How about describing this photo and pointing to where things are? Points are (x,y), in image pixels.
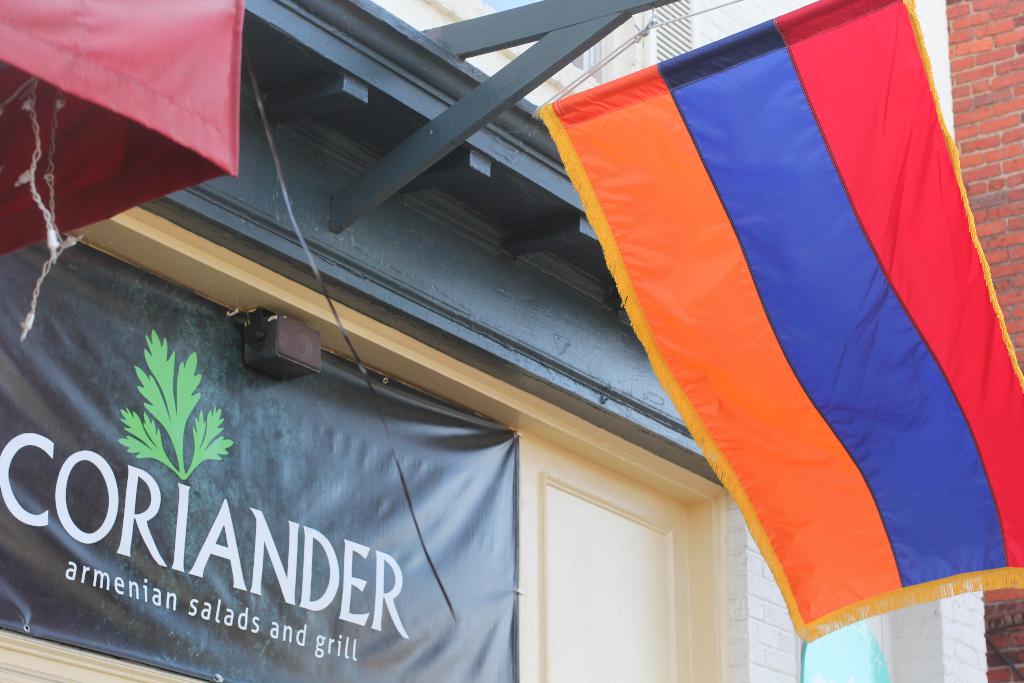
In this picture we can see a building (461,202), colorful clothes (135,99), brick wall (989,214). We can see a banner (86,340). At the bottom portion of the picture (621,640) it looks like a door panel (624,567).
